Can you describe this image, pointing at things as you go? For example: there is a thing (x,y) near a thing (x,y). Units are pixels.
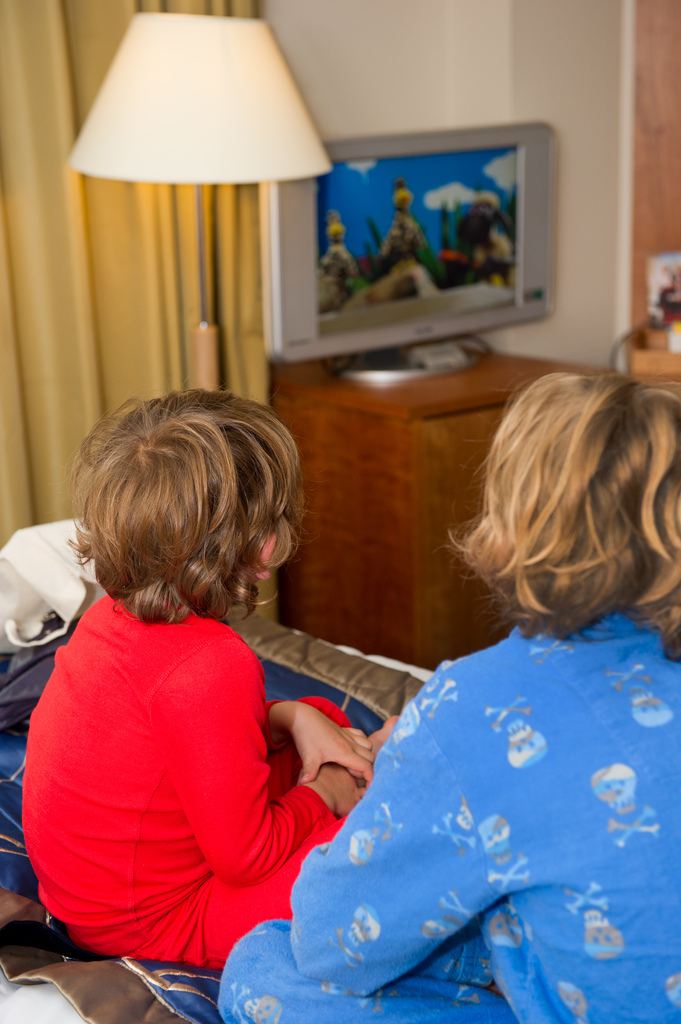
In this image I see 2 children (676,419) who are sitting, In the background (301,159) I see a lamp (248,74), a TV (281,253) on the table (453,587) and the curtain (28,485).
